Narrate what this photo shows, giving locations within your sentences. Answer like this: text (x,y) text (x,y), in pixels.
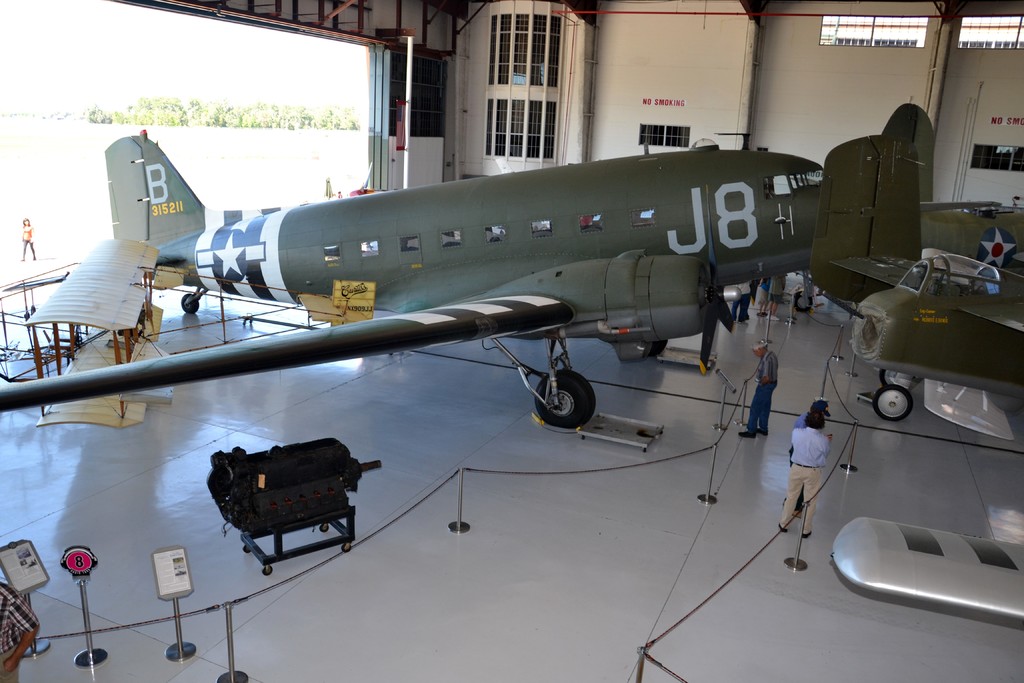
In this picture we can see airplanes (608,265) and some people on the ground (498,520), stands (20,584), windows (537,45), wall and in the background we can see trees (227,119) and a person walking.
